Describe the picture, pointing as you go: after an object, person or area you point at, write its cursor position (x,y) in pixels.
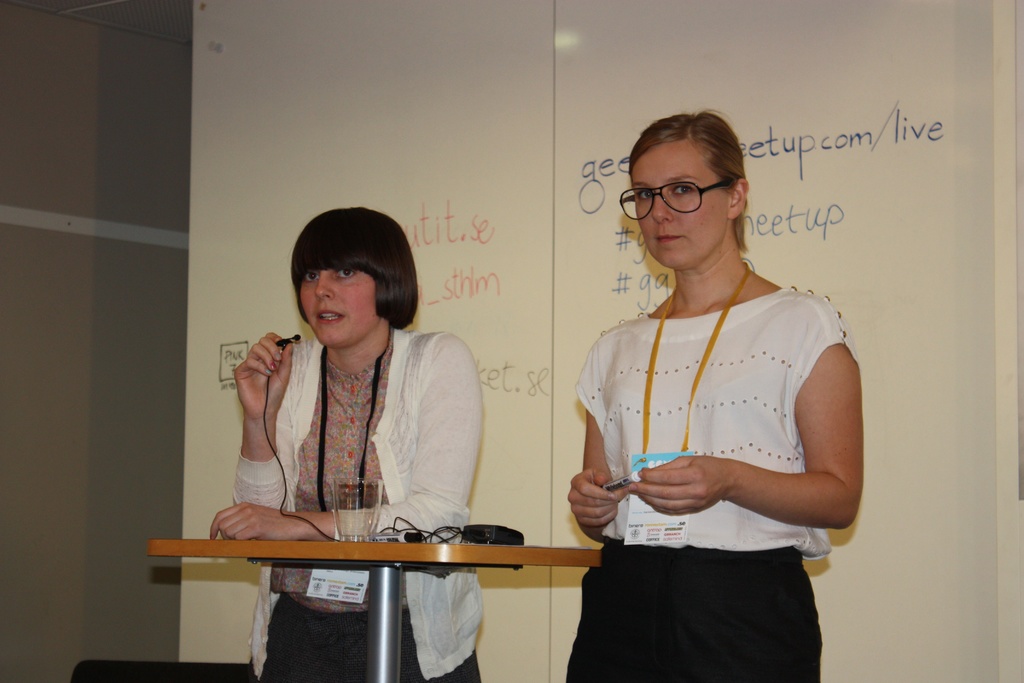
In this image in the front (402,556) there is a table (371,574), on the table (390,574) there is a glass (357,530) and there are objects (445,532) which are black in colour and in the center (463,411) there are women (766,429) standing. On the left side (324,440) there is a woman (355,448) standing and holding a mic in her hand (273,390) and speaking. On the right side (702,454) there is a woman (704,456) standing and holding objects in her hand (651,484). In the background (544,109) there is a board (790,215) and on the board (802,231) there are some text (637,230) written on it which is white in colour.
